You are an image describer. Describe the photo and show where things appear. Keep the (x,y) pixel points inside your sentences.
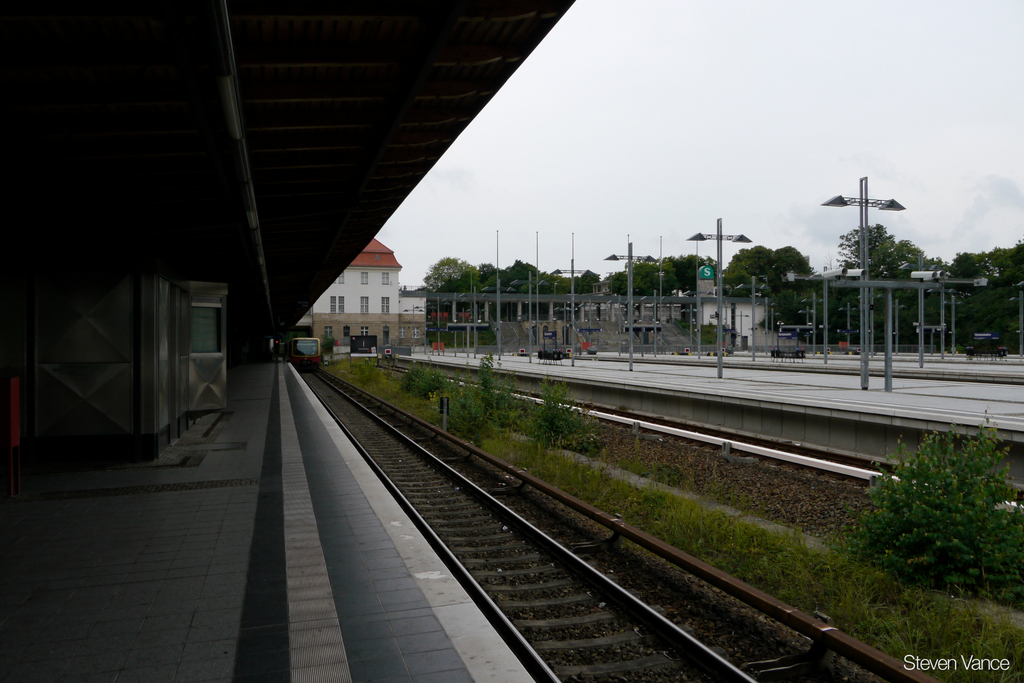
In this image I can see the train (303,348) on the railway track (431,514), platform (798,416). There is a building (399,326), poles (861,185) with lights (845,202), and in the background (768,222) there is sky (668,155) and trees (753,260). And there is a watermark (960,670) on the bottom of the image (973,669).
